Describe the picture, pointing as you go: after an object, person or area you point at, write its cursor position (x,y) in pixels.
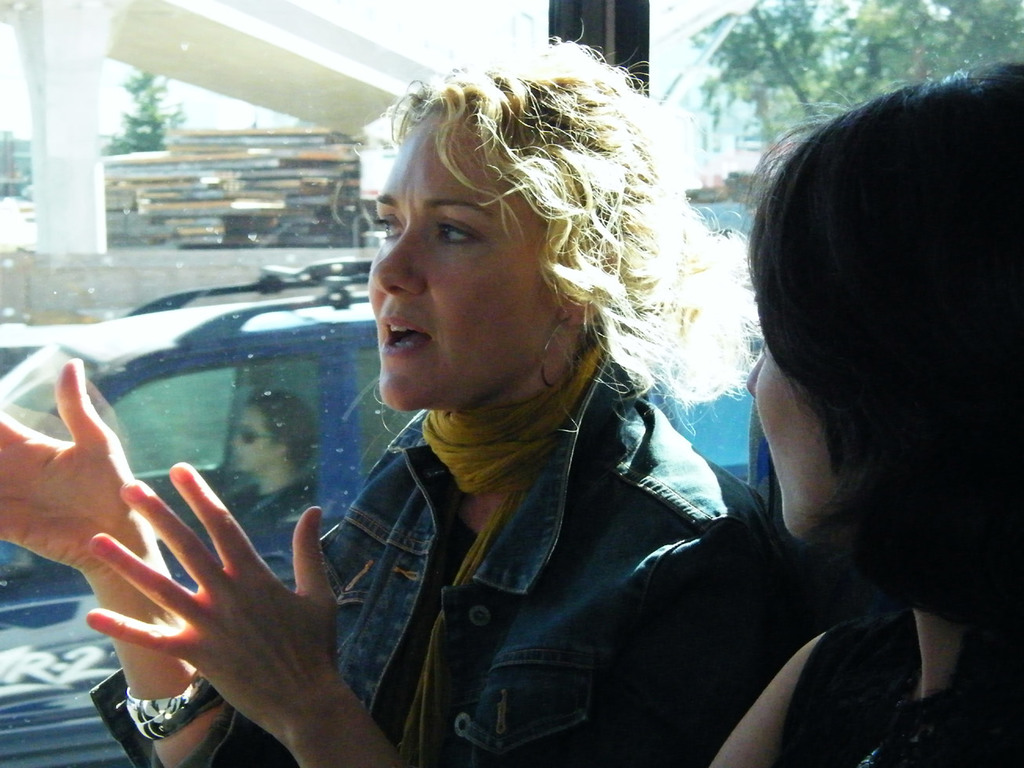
In this image we can see a two women (832,440) sitting on a chair (757,443) in the bus (616,21). From the window (211,363) we can see a woman (285,470) who is driving a blue color car (279,328). On the top left corner (310,85) we can see a bridge (267,105). On the top right corner (859,23) we can see a tree (882,23).
